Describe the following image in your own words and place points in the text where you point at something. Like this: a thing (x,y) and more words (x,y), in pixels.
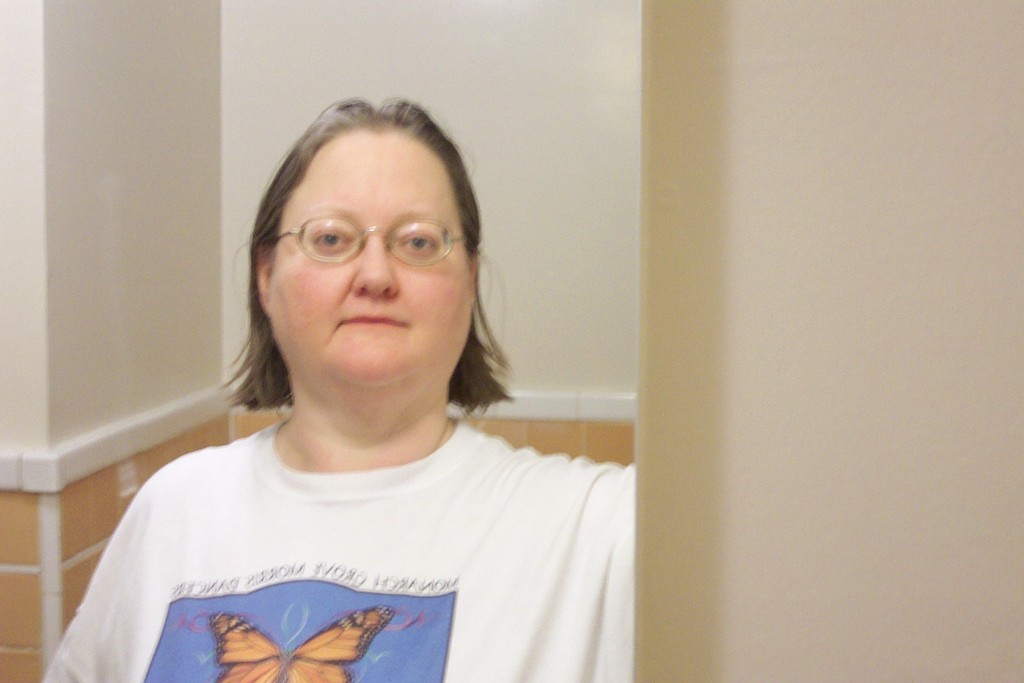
in this picture I can see a woman (533,622). She wore a white color t-shirt (251,509) and she wore spectacles (427,238) and a wall (534,65) on the back (212,193).
